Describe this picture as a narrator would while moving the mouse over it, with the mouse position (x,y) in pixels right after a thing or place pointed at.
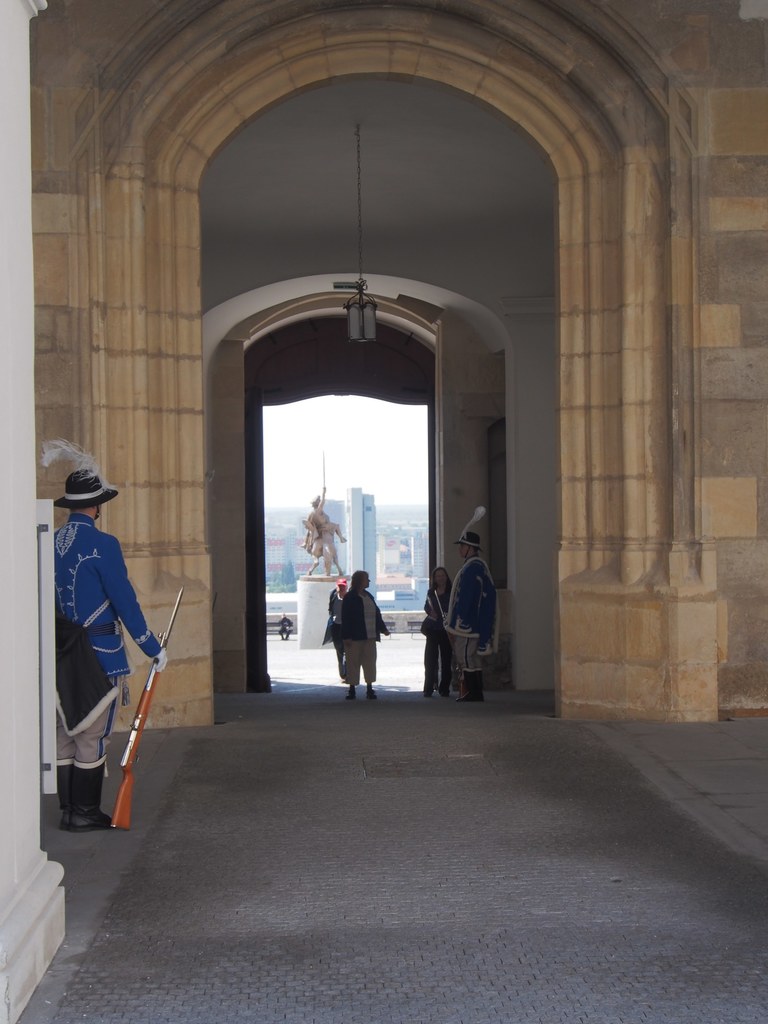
The picture is taken in a castle (116,413). On the left (68,612) there is a soldier (126,603) and wall (166,562). In the center of the picture (401,607) it is entrance (227,412), in the entrance (371,702) there are people (464,655). On the right (599,378) it is wall (522,677). In the center of the background (313,543) there is a sculpture (330,532) and buildings (359,530). It is sunny.
